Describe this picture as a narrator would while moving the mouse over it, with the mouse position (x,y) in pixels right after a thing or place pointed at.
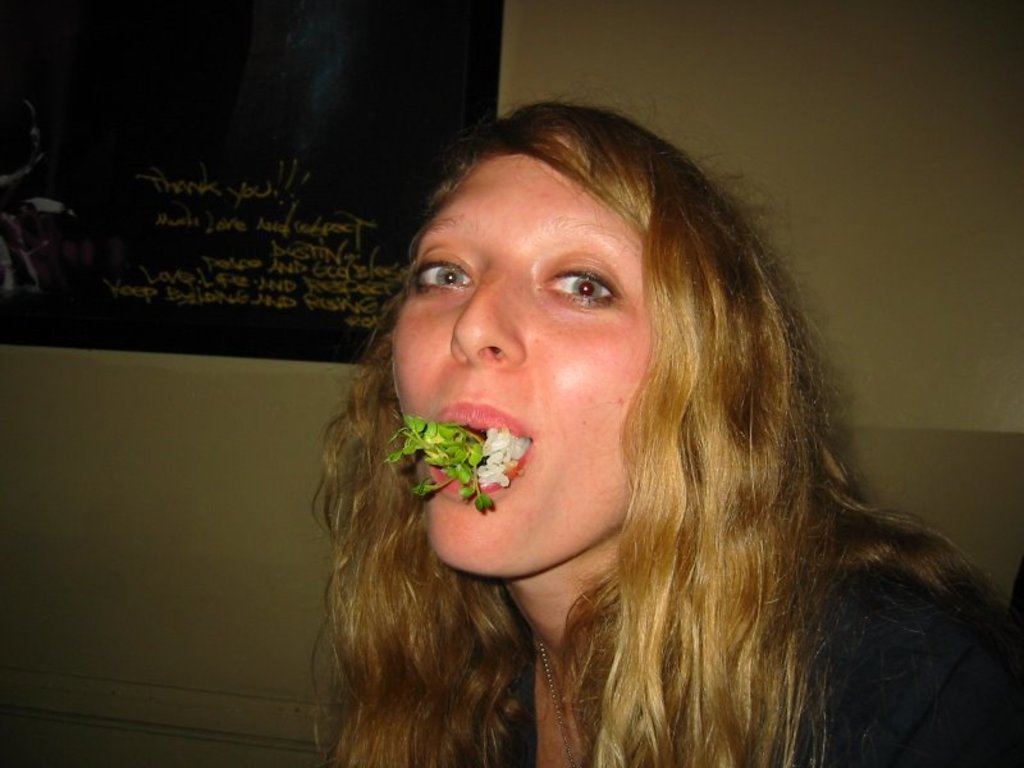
In the foreground of this image (632,654), there is a woman (613,286) and it looks like rice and leaves (456,459) are in her mouth (478,420). In the background (360,324), there is a wall (194,594) and it seems like a poster (491,83) at the top (373,10).
